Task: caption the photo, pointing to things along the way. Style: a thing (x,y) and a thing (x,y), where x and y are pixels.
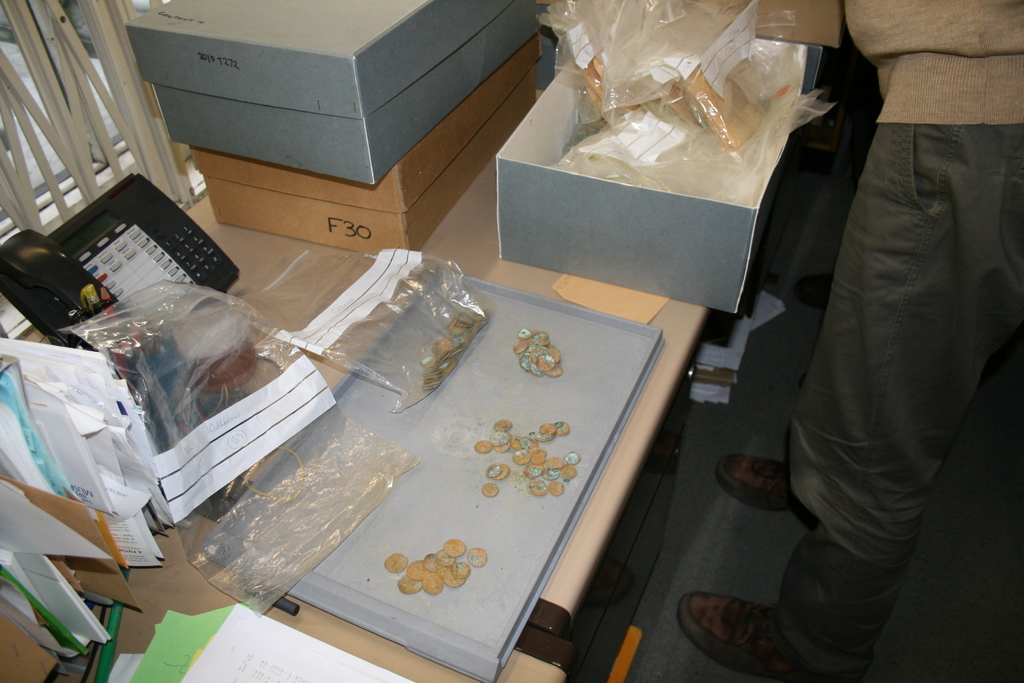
On the right (802,430) there is a man (840,277) who is wearing t-shirt (988,44), trouser (936,165) and shoe (774,649). He is standing near to the table (457,222). On the table (591,419) we can see the carton boxes (495,147), telephone (53,274), plastic covers (248,426), coins (529,338), files (106,501), papers (284,624), book (94,631) and other objects (438,419). In the top left corner (126,15) we can see the window (80,50).
